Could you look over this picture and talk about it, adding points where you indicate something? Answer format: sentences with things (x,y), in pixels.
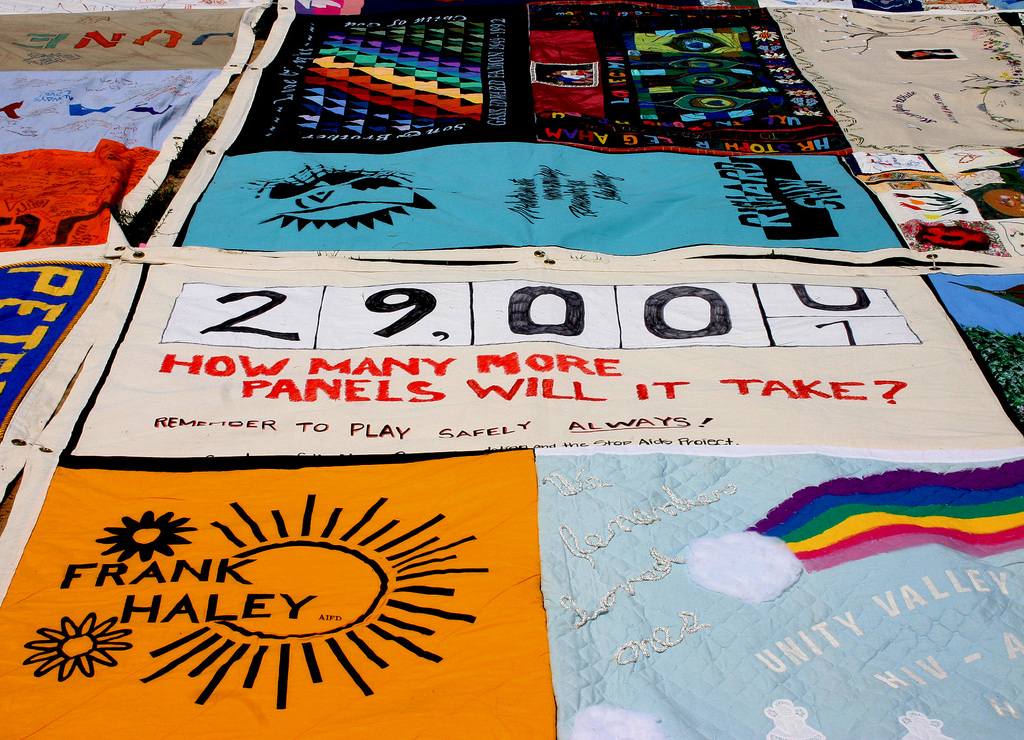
In the foreground of this image (844,446), there are banners (346,171) on the surface (201,136).
